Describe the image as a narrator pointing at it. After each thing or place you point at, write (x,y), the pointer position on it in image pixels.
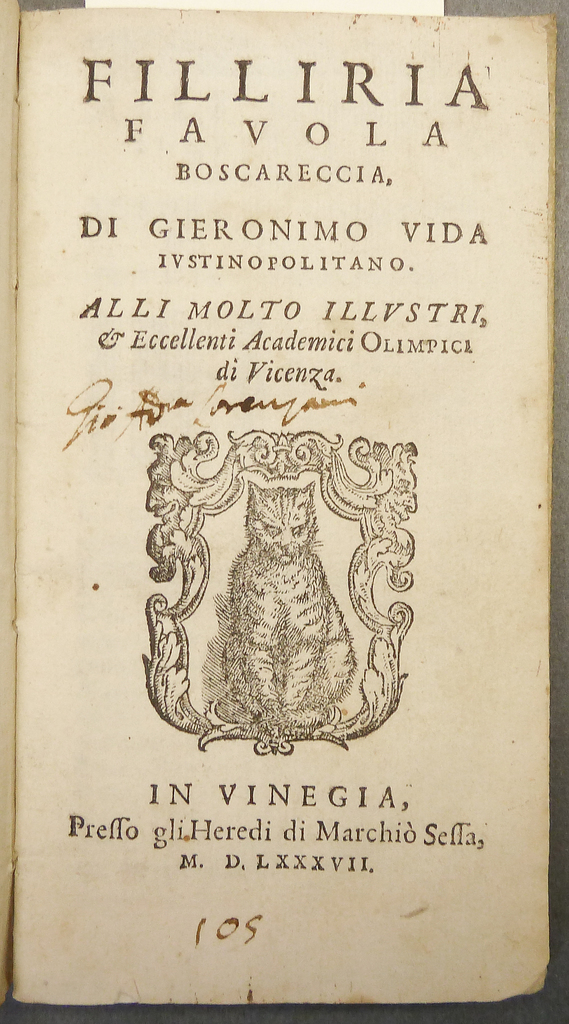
In this picture, we see a white paper (196,288) with some text (176,336) written on it. In the middle of the picture (261,558), we see the sketch (259,532) of the cat (247,544).
